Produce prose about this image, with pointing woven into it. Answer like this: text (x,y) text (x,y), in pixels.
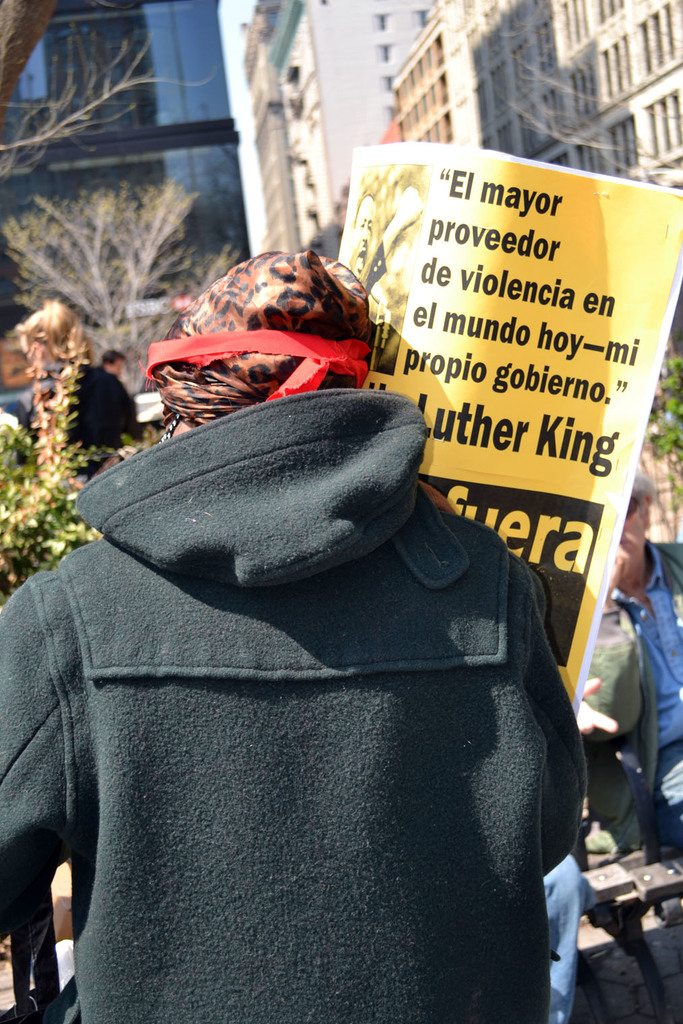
In the background (367,87) we can see buildings (278,77). In this picture we can see trees (46,0), plants (8,454), people (368,447), objects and poster (482,482).
